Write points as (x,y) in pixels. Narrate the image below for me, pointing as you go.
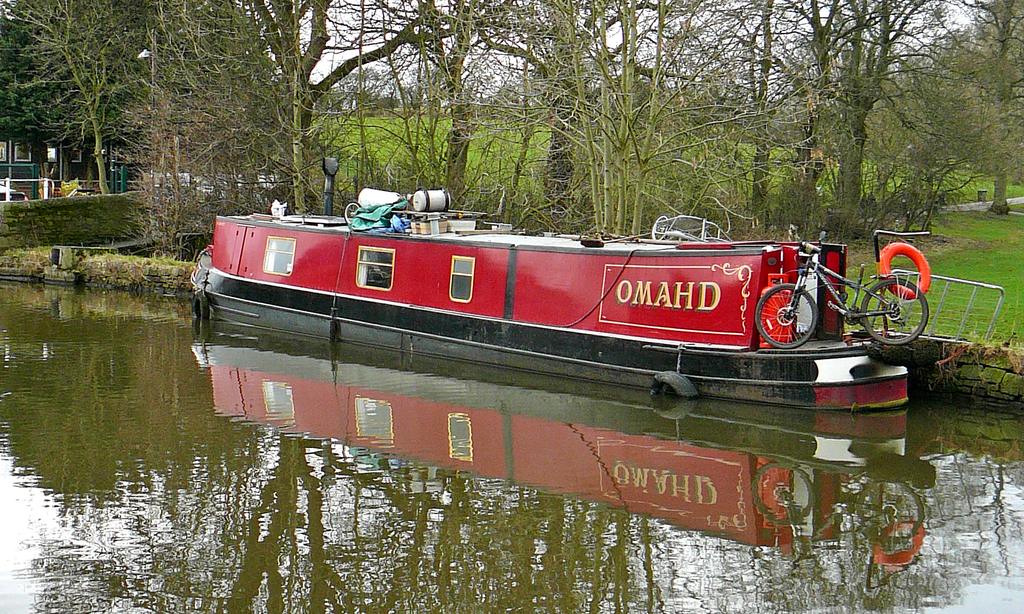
In this image I can see a red and black color boat (667,314). I can see a bicycle (861,280) and few objects (385,228) on the boat (422,299). I can see trees (300,145), water (400,436), building (19,162) and windows (465,272). The sky (476,40) is in white color.
